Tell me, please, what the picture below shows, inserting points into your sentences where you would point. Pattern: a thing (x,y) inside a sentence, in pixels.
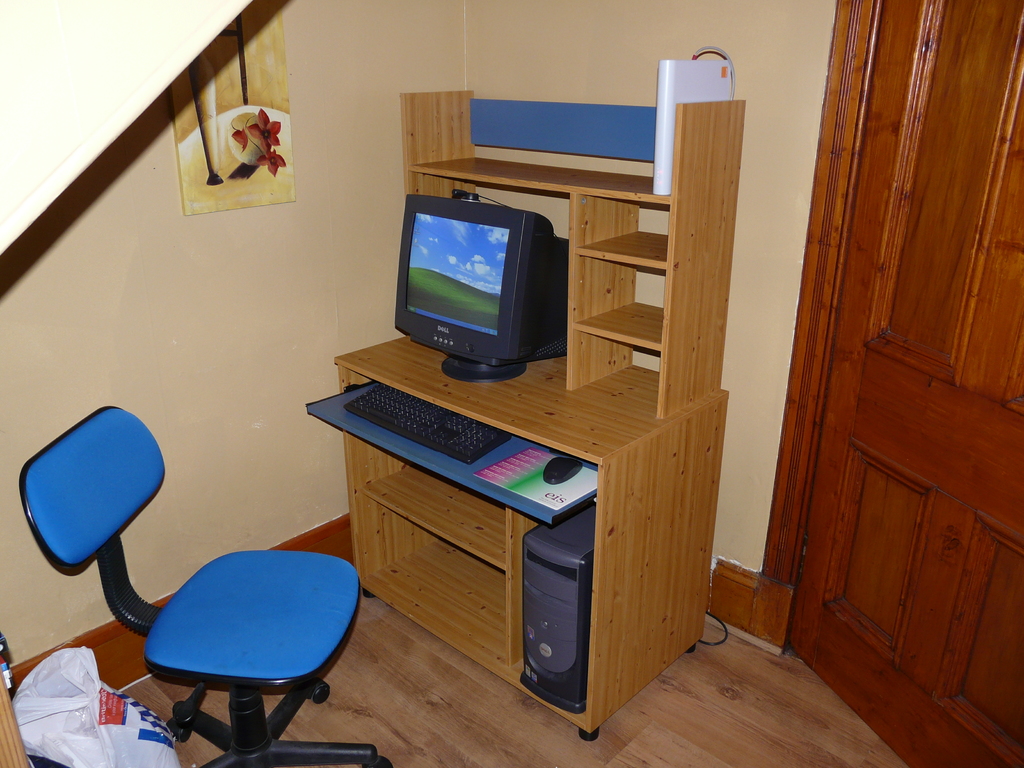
In the center of the image (530,313) we can see a display screen (532,333), keyboard (450,444), mouse (560,469) and a device (658,178) placed on the table (600,449). On the left side of the image (311,673) we can see a chair (256,665) and a bag (92,673) placed on the floor (342,723). In the right side of the image (981,669) we can see the door (1005,254). At the top of the image (231,98) we can see a poster (228,152) on the wall (136,180).
